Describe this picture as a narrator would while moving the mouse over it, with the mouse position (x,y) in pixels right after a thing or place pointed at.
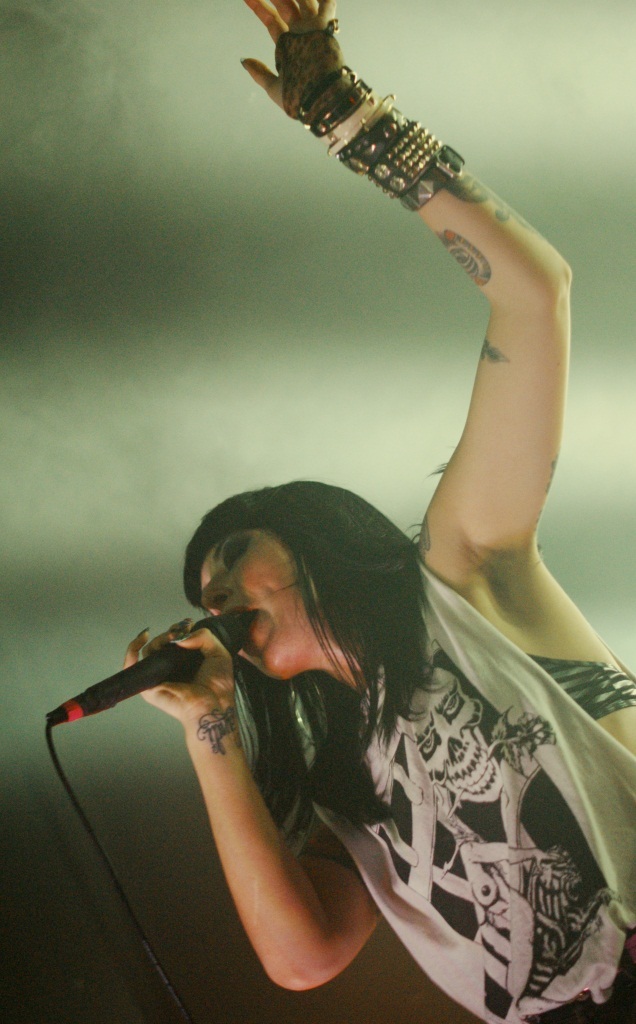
This is a picture of a woman (535,999) in white dress (426,841), she is holding a microphone (56,722) and singing.
